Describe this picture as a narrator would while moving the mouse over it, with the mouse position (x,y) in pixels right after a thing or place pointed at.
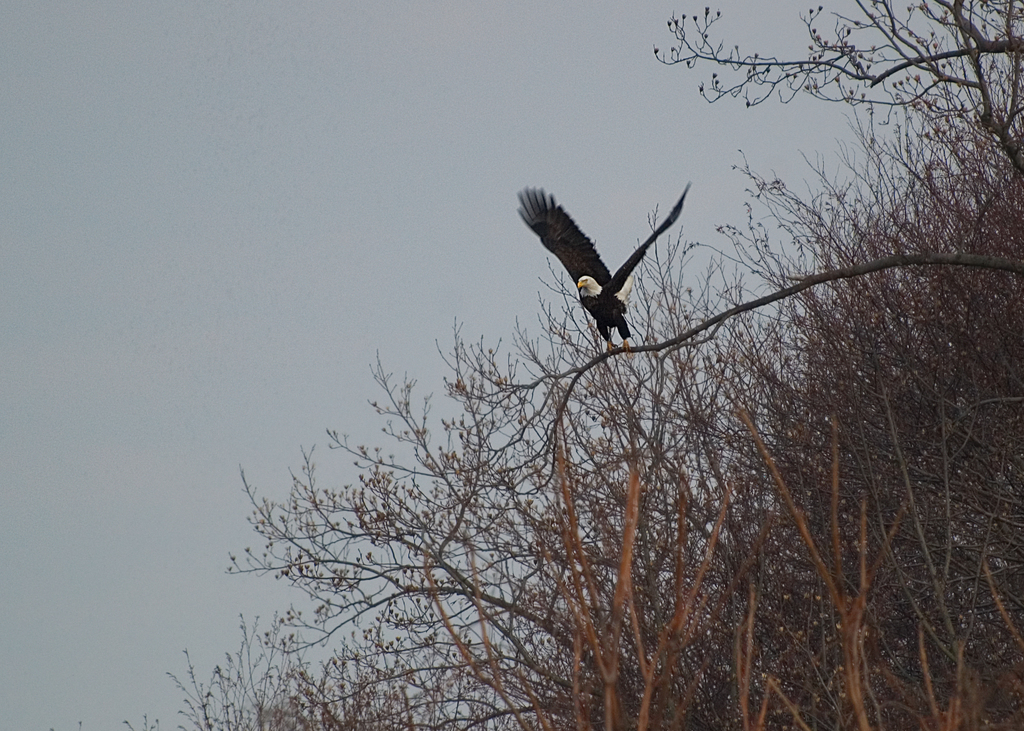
This picture is clicked outside. In the center (585,278) we can see a black color eagle (605,283) seems to be flying and we can see the trees (738,530) and the sky (161,306).
